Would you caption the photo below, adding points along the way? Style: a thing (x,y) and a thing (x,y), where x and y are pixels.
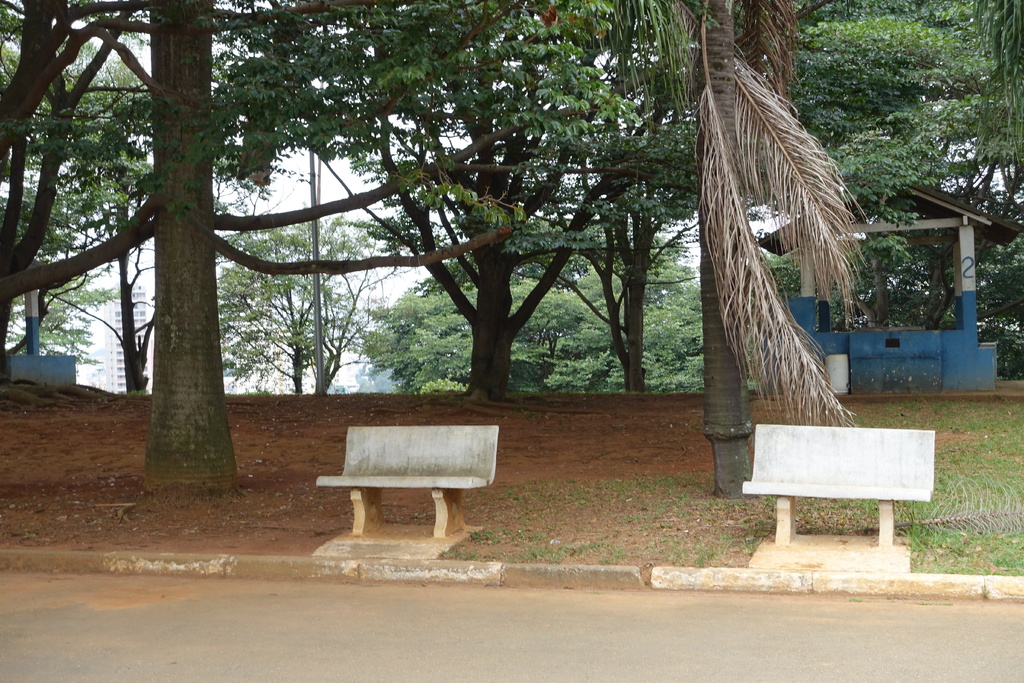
In this picture there are benches (364,466) in the foreground (921,472). At the back (5,311) there are trees (560,260) and buildings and sheds (976,378) and there is a pole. At the top (260,192) there is sky (329,186). At the bottom (729,617) there is a road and there is grass (1002,459).
